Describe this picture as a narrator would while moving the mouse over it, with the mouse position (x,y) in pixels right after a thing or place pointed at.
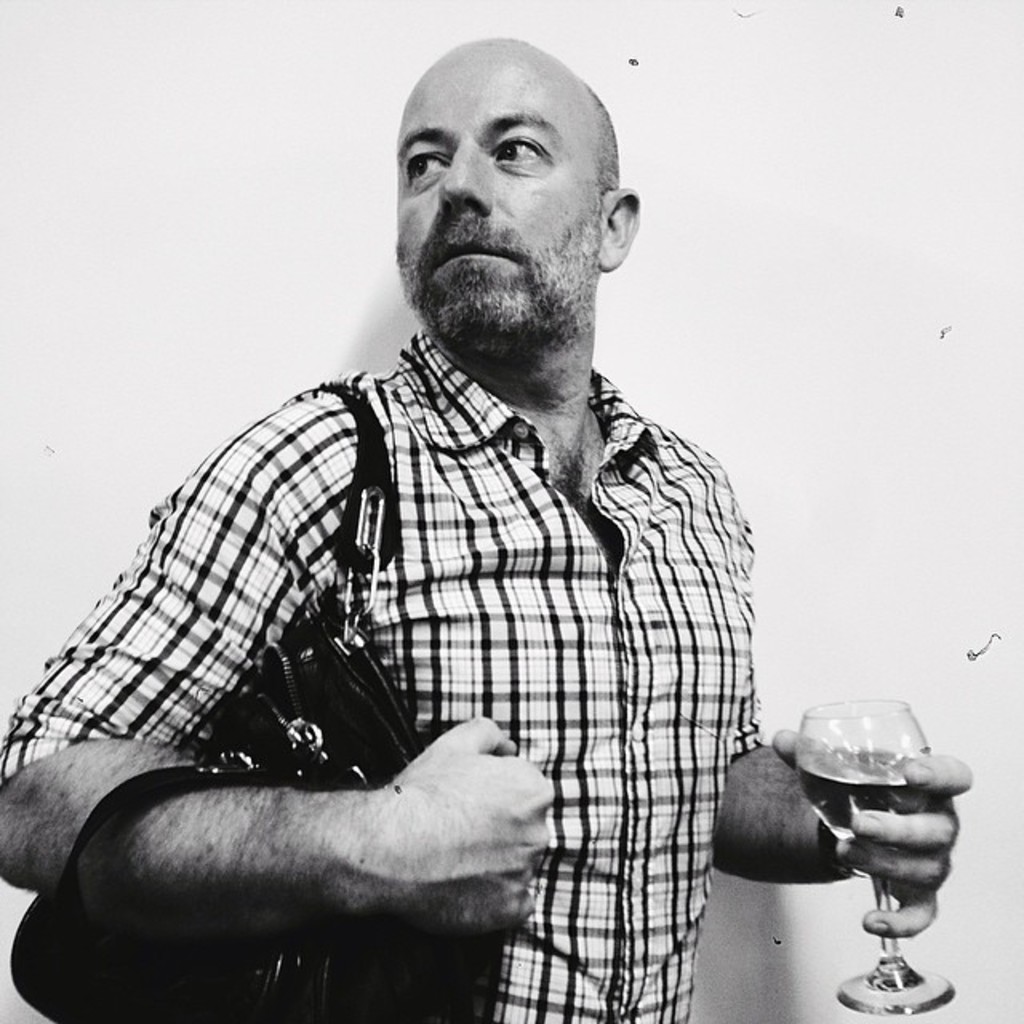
A man (523,506) wearing a check shirt (581,612) is holding a hand bag (381,691) and a wine glass (865,740) is on the other hand (890,809).
